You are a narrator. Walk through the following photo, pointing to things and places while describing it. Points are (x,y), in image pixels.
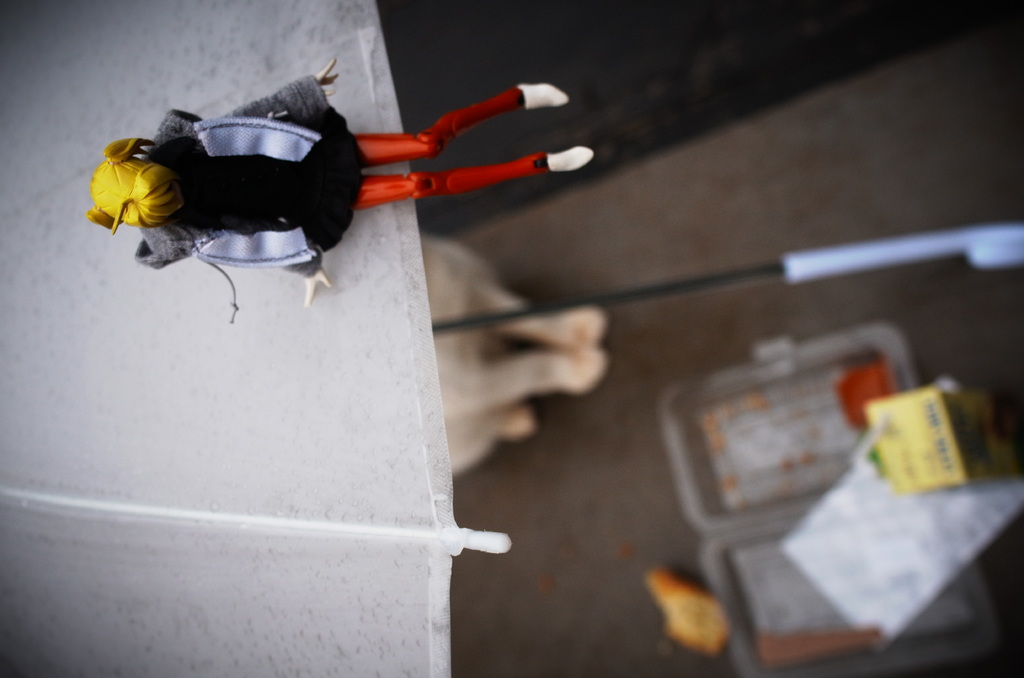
In this image in the foreground (295,402) there is one umbrella (292,390) and on the umbrella (287,508) there is one toy (358,187) and on the right side (831,489) there is one box (789,554), in that box (738,447) there is some food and a juice carton (905,460).
